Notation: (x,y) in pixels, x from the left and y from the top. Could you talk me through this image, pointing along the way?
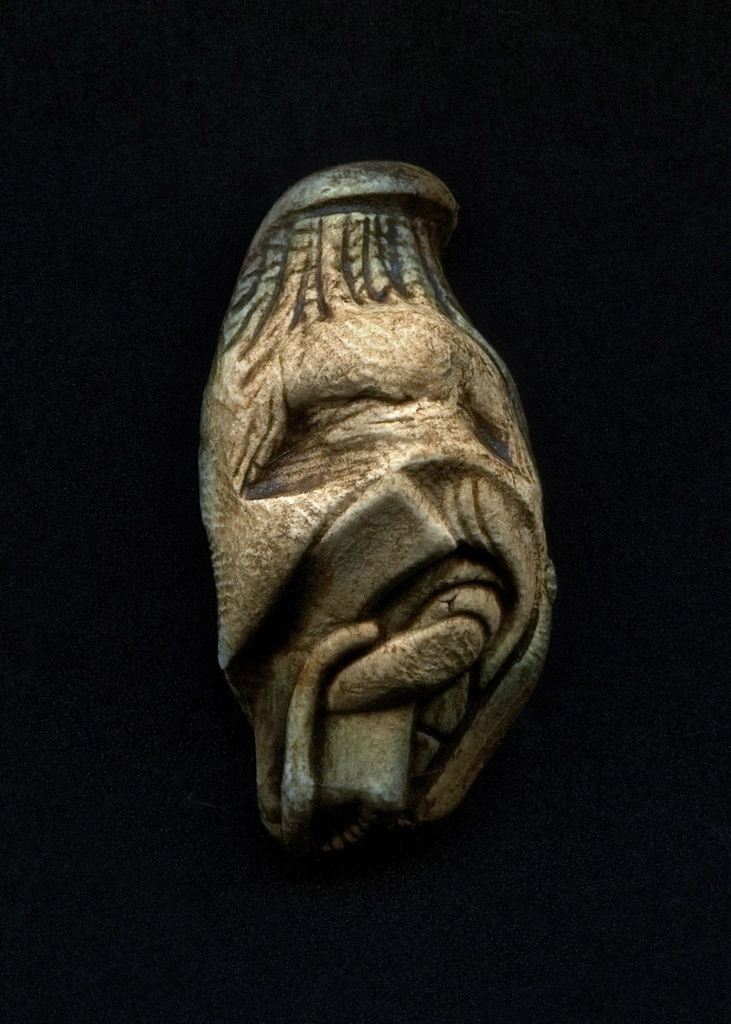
In this picture we can see a sculpture (248,410) and in the background (547,690) it is dark.
